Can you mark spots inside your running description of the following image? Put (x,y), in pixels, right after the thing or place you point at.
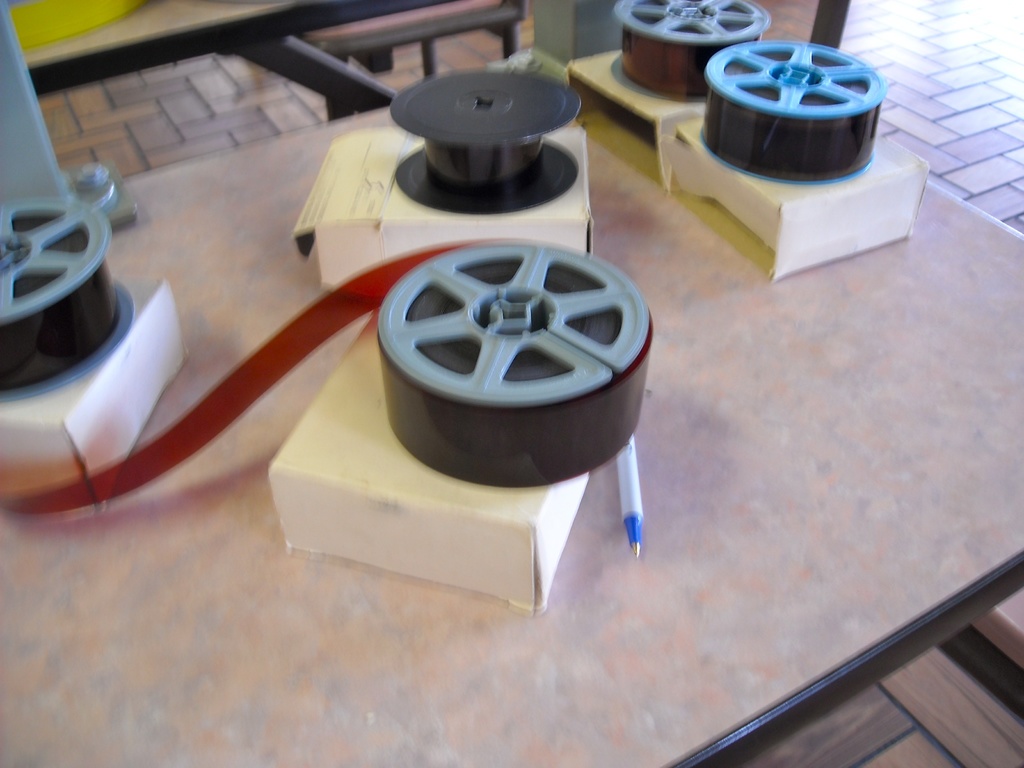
In this image we can see a table (179,391) and on the table (653,504) there are film reels (511,123), cardboard cartons (109,393) and a pen (633,538).
